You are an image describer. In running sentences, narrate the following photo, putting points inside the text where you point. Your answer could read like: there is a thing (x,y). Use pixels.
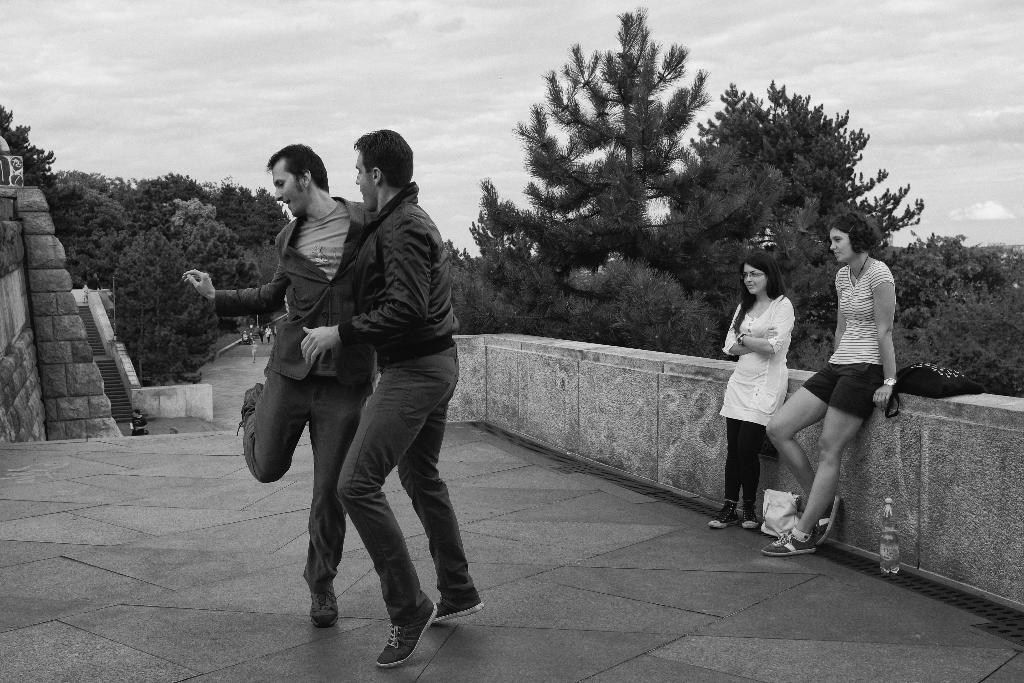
There are two persons (336,267) dancing on the floor (290,636). On the right side (869,409), there are two women (857,427) standing and leaning on the wall (624,371) near a bottle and handbag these are on the floor (662,488). In the background (684,193), there are trees (186,254), there are steps (108,367), there are persons (251,343) walking on the road (238,360) and there are clouds (316,58) in the sky (292,66).
